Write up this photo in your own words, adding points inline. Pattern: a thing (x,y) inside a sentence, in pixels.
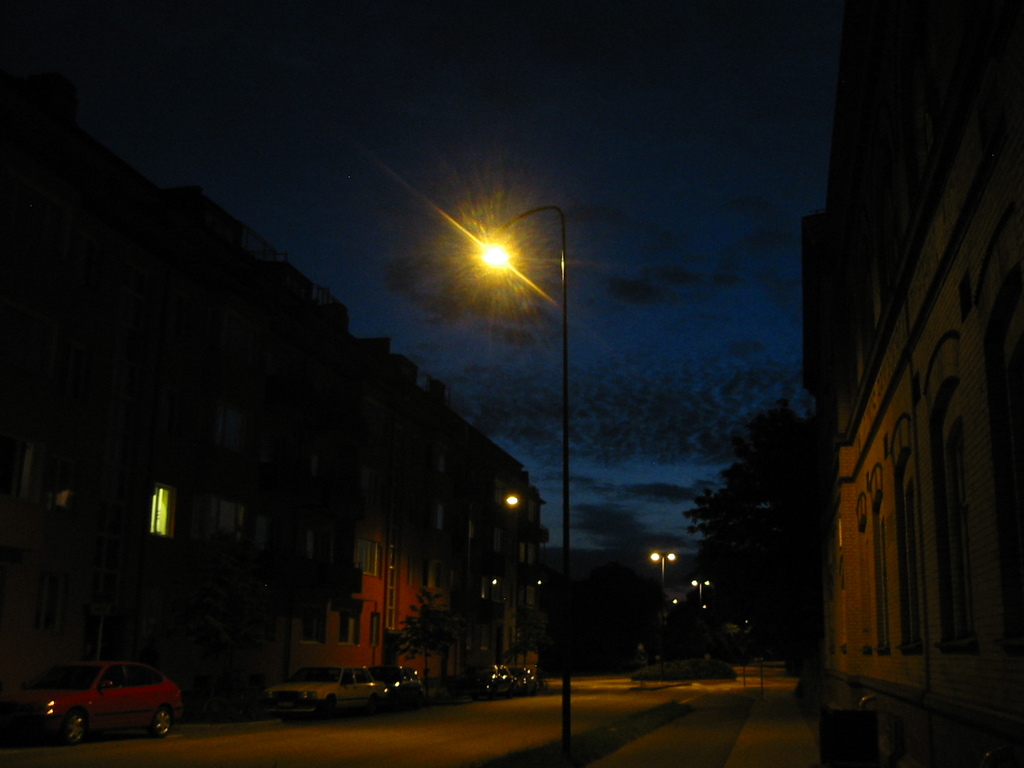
In this picture we can see there are some vehicles (319,702) on the road (359,714). Behind the vehicles (380,680) there are trees (743,541), buildings (107,481), poles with lights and a sky (681,255).
